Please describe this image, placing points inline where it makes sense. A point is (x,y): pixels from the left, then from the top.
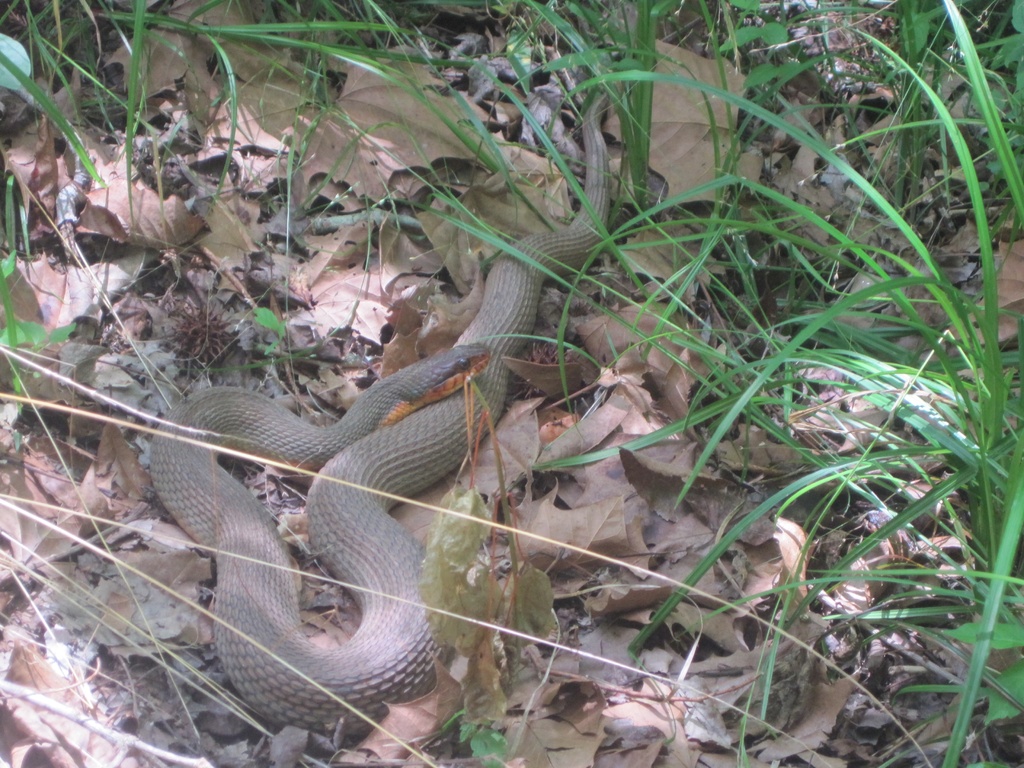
In this picture I can see a snake (596,139), and there are leaves (281,258) and grass (982,247).
